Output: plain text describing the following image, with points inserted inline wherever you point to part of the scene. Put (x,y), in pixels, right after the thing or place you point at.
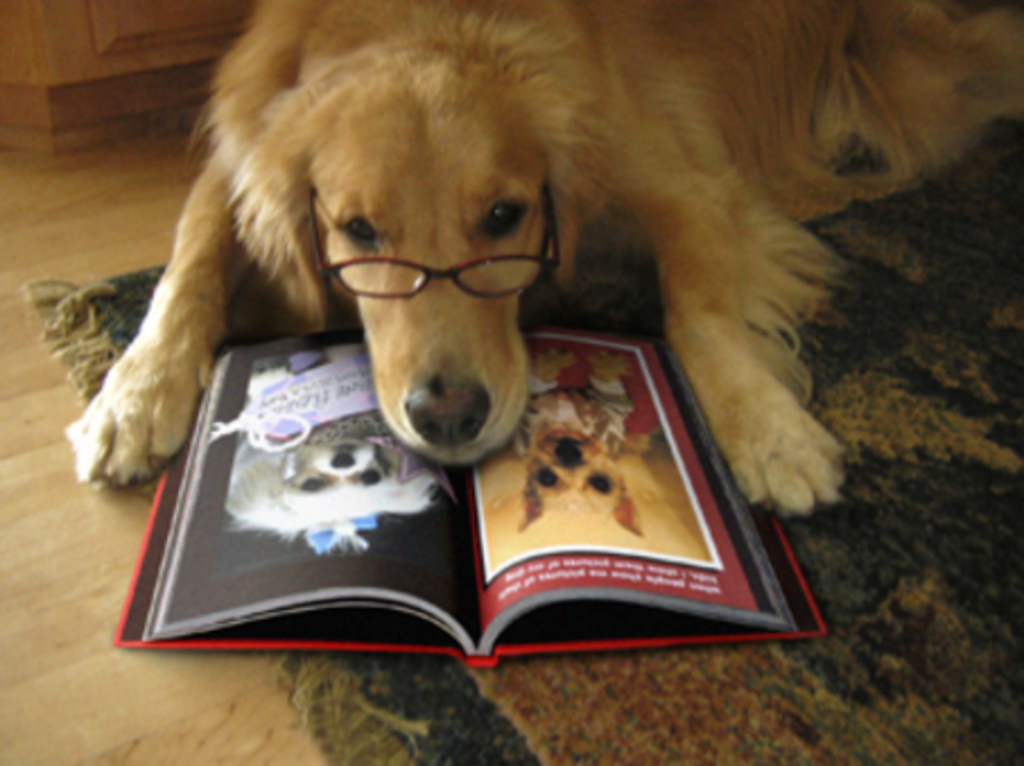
Here we can see a dog (678,197) and it has spectacles (468,268). This is floor (194,686) and there is a mat (829,732) and a book (613,604).
